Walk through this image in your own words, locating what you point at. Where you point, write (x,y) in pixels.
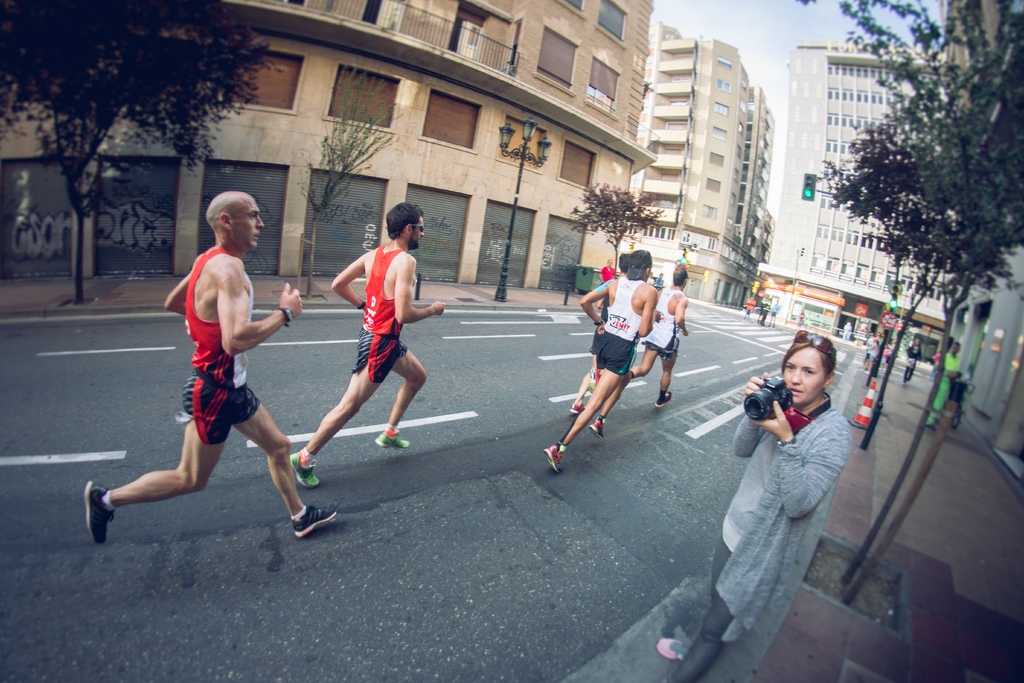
In this image there are people (647,326) running on a road (529,526) and a woman (774,565) standing on a footpath (732,662) and holding a camera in her hands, on either side of the road (652,419) there are trees (625,229), light poles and buildings (965,326), in the background (843,133) there are buildings (800,128) and the sky (776,23).
